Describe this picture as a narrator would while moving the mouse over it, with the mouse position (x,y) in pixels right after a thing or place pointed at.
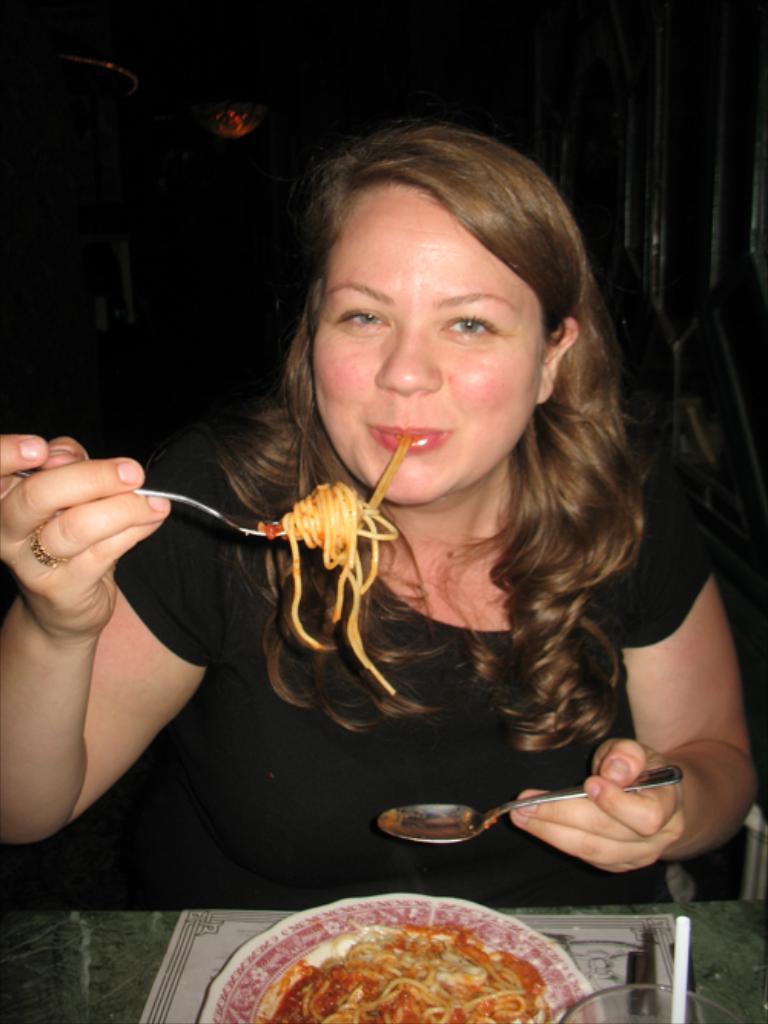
In this image the background (215,237) is dark. At the bottom of the image (132,930) there is a table (120,950) with a paper (668,966), a glass (695,993) and a plate (247,956) with noodles (319,983) on it. In the middle of the image (367,468) a woman (324,430) is sitting and she is holding a spoon (473,826) in her hands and having noodles (333,523).
